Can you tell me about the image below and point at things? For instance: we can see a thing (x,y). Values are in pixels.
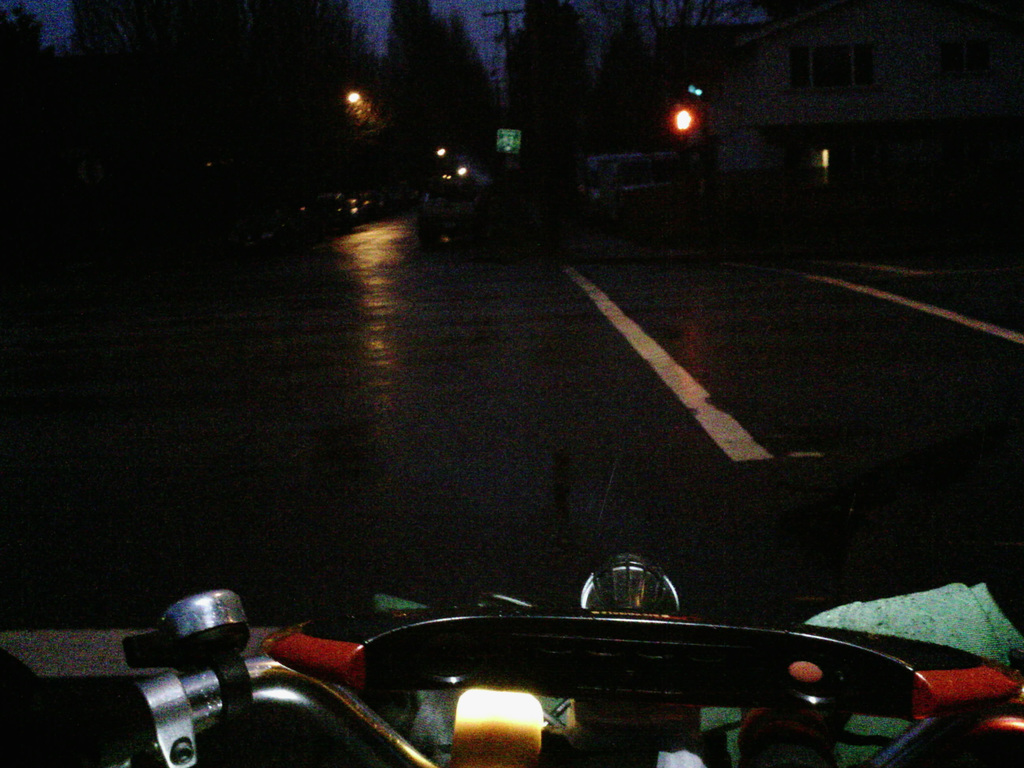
In this image, there are a few vehicles (430,220). We can see the ground (435,352) and a house (1000,57). We can see a pole (507,123), a board (511,132) and some wires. We can also see an object (578,662) at the bottom (578,662). There are a few trees (575,50).
